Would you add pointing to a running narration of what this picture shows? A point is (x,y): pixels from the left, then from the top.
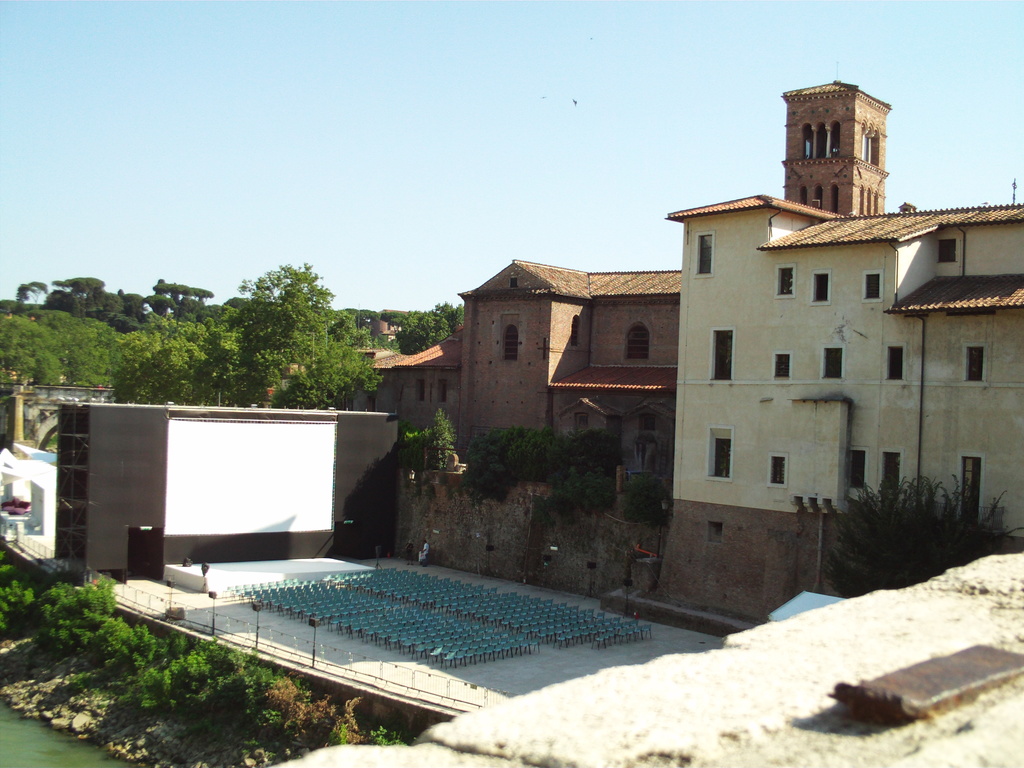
In this picture we can see the water (54,746) in the bottom left (49,751). We can see plants (198,715), trees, buildings (686,347) and other objects (369,547). There is the sky (426,162) visible on top (484,236).
